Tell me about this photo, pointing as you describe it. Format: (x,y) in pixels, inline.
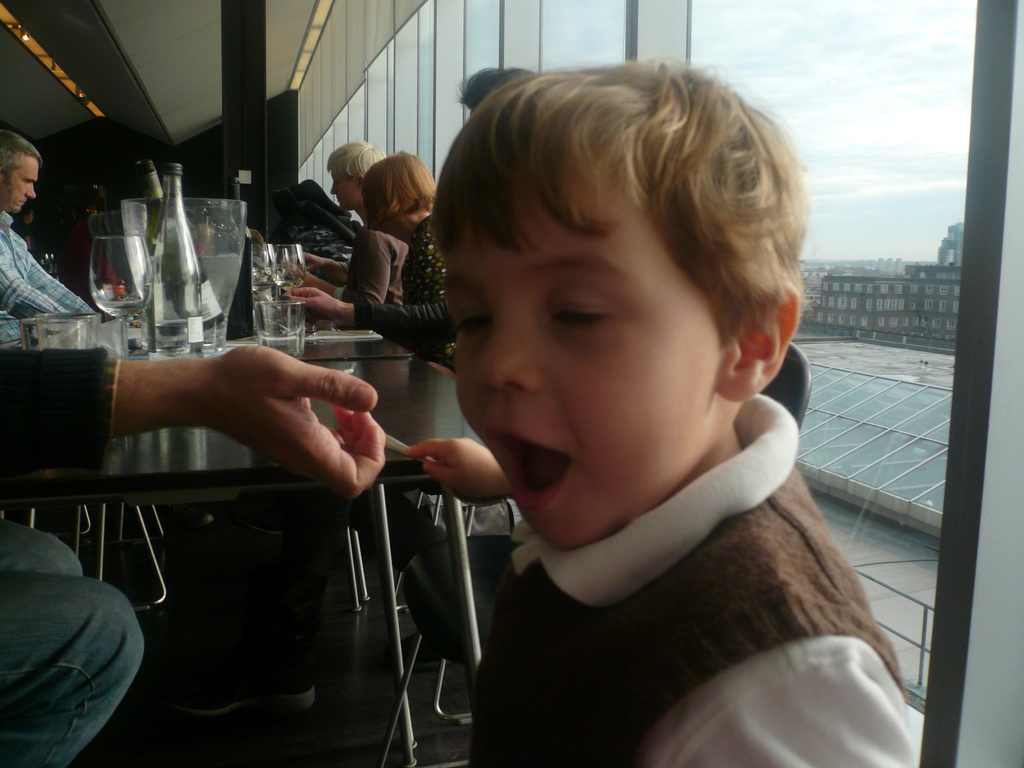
Through glass window (876,82) we can see sky (862,97) with clouds (885,173), huge buildings (891,271). Here we can see few persons (107,415) sitting on chairs (399,500) in front of a table (361,342) and on the table (330,345) we can see bottles (167,243), glasses (270,298). In Front of a picture we can see a boy (742,396). His hair (551,209) is light brown in color.
